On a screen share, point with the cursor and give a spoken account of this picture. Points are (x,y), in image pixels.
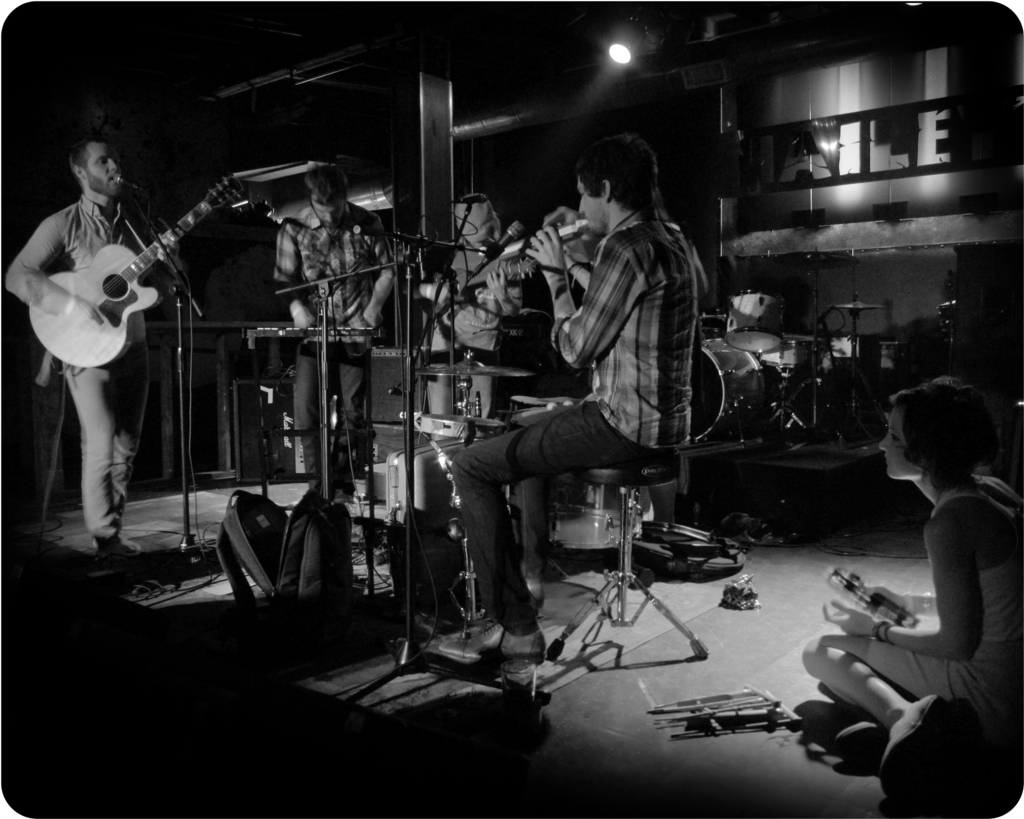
In this picture we can see four men (489,238) where one is playing guitar (143,306) and other is playing piano (257,329) and in front of them we have mics (509,233), bags (322,503) on floor (912,590) and beside to the woman (987,656) sitting on floor (826,579) holding bottle (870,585) in her hand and in background (772,321) we can see drums (754,347), light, pillar (413,224).
